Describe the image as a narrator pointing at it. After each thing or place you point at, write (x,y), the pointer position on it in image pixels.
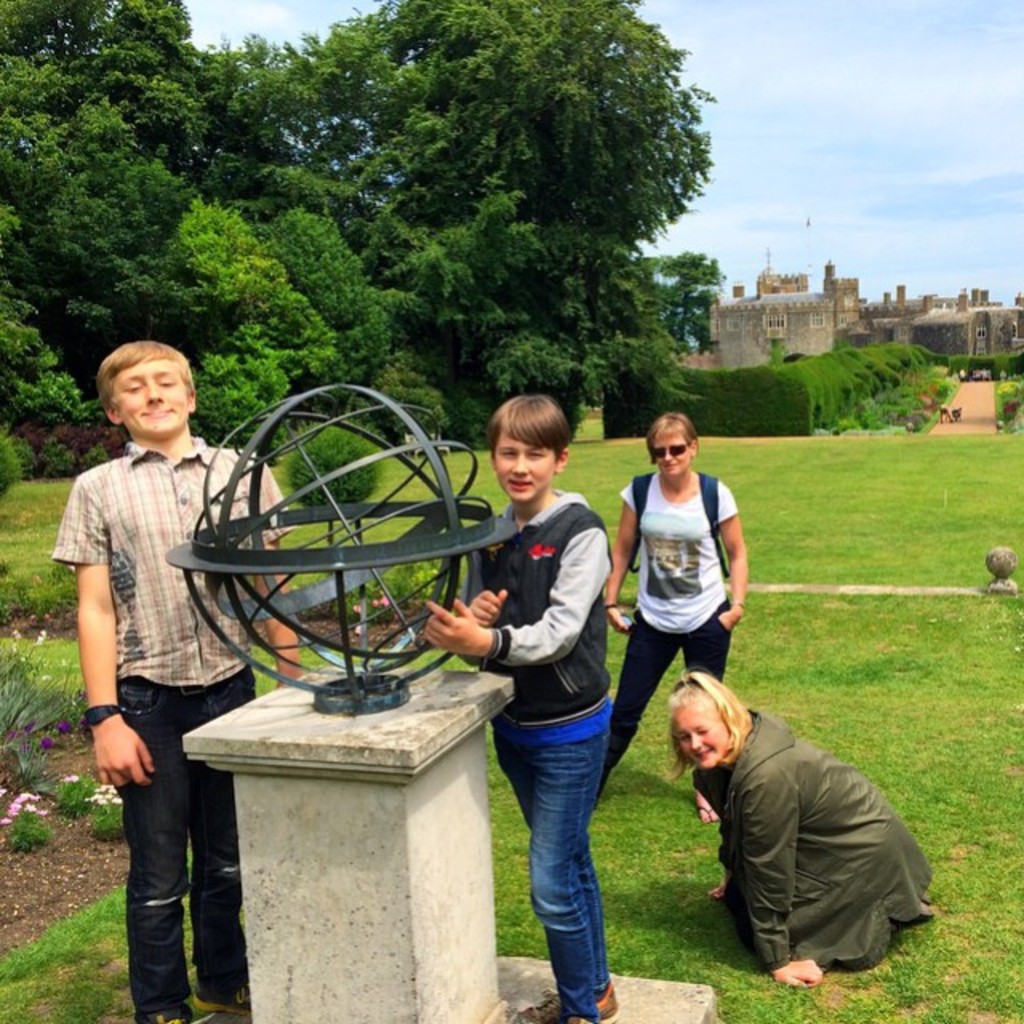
In this picture I can see four persons (822,951), there is a metal globe (369,680), there are plants (30,712), flowers (44,812), trees (466,375), there is a fort (763,350), and in the background (862,136) there is sky (855,143).
